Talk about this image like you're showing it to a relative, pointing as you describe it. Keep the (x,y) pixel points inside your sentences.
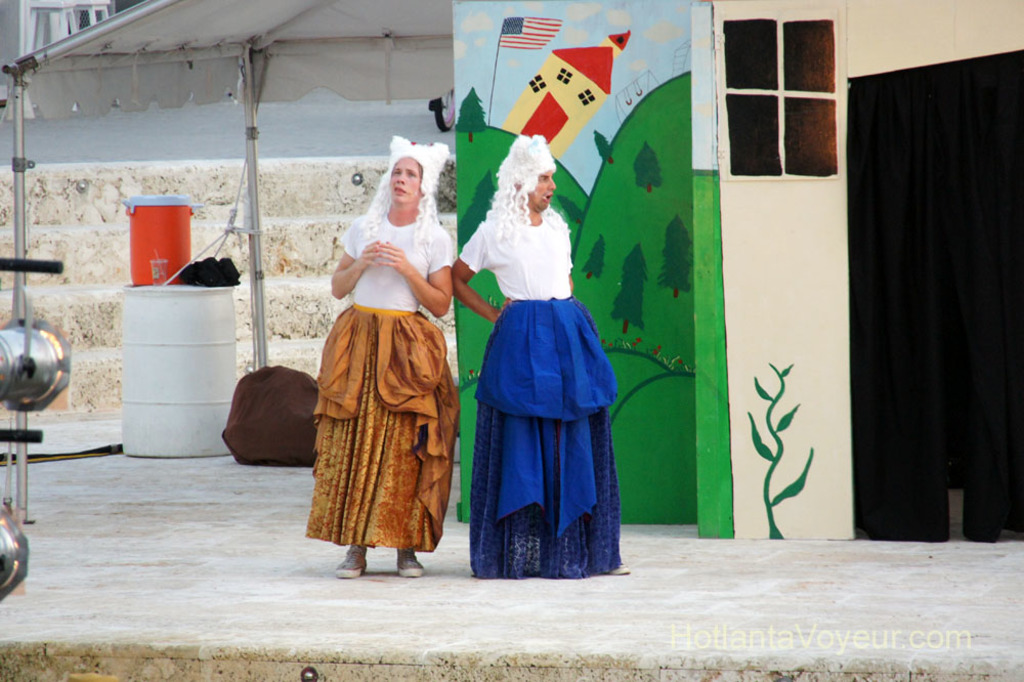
In this image, we can see two persons (363,526) standing, there is a barrel (168,365) on the left side (170,350). We can see an orange color object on the barrel (213,354), at the top (276,19) we can see the shed (437,19). We can see the wall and there is a painting (604,320) on the wall (564,177).
